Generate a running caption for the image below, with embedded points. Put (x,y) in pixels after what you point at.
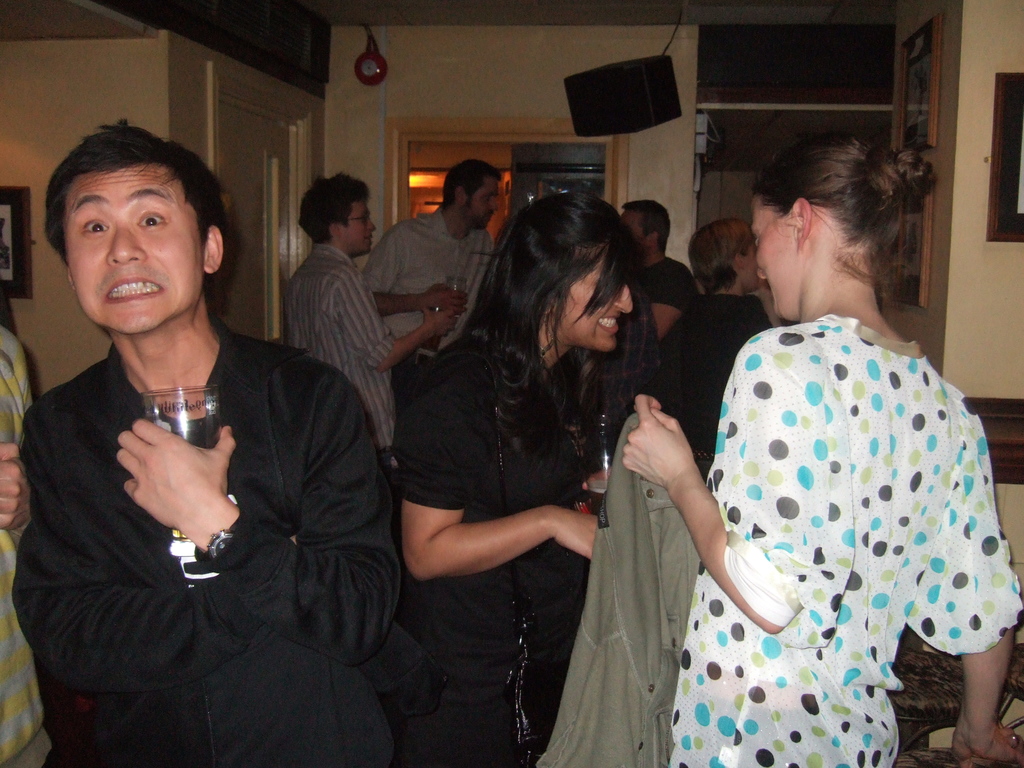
In this image we can see few people (509,342) standing in a room (62,360), few of them are holding glasses (599,482) and a person (786,342) is holding a cloth (654,573), there are few photo frames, a fire alarm bell (373,72) and a speaker (622,91) on the wall (937,288), there is a door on the left side (263,212) and on the right side of the image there are chairs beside the person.
